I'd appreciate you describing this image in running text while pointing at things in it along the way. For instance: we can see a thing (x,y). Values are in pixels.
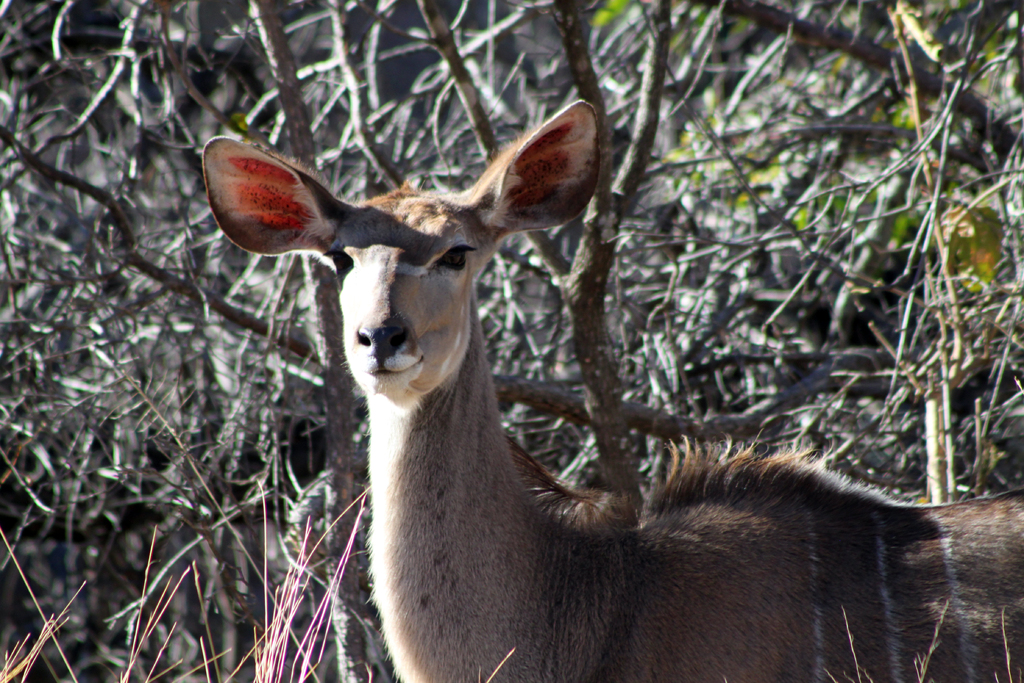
In the image we can see an animal (523,529), brown and pale brown in color. Here we can see branches (373,117) and leaves (859,160).
